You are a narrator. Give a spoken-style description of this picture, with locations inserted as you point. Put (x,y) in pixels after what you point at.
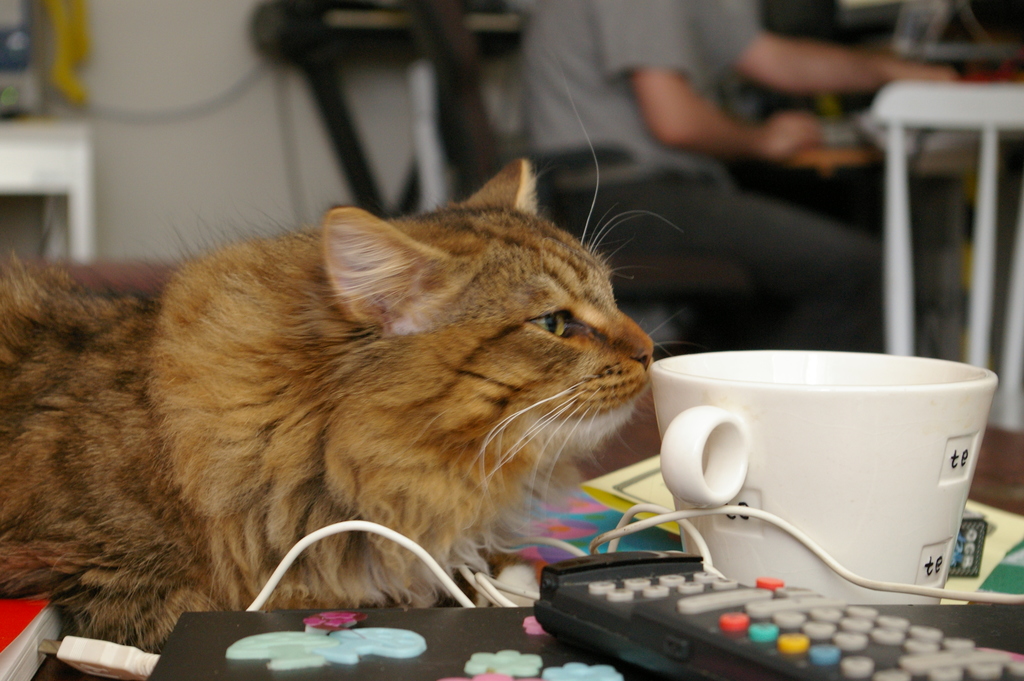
In this image there is a cat (364,562) and we can see a cup (829,582), remote (748,653) and some objects (686,517). In the background (701,245) there is a person (692,197) sitting and we can see a table (856,151). There is a wall (135,190).
